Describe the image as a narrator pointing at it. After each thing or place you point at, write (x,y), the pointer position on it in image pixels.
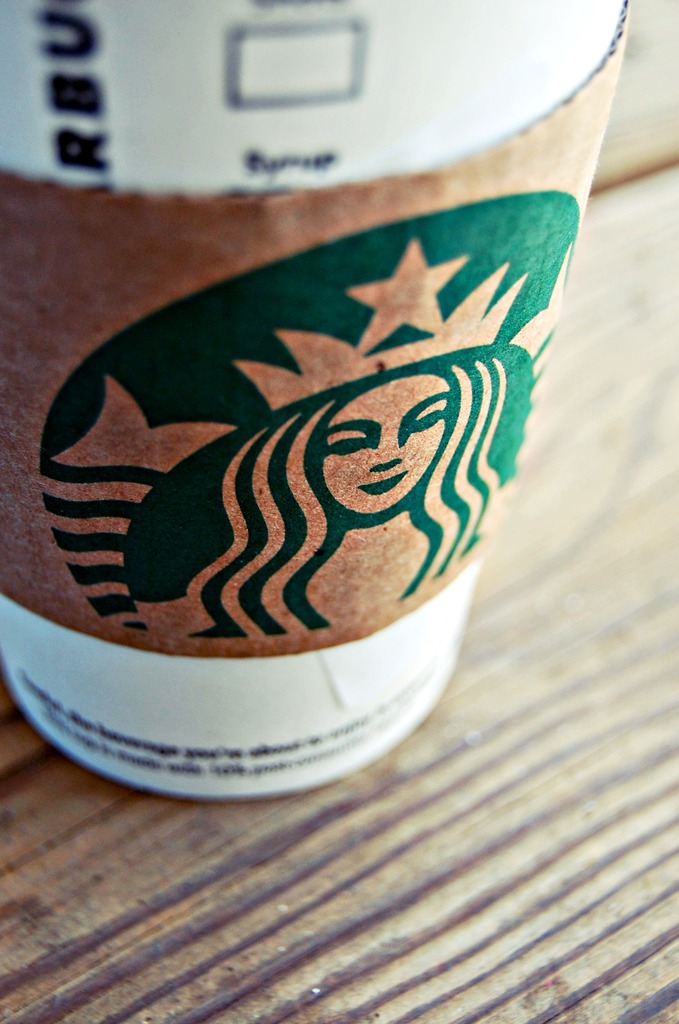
In this image, there is a cup (238,580) which is kept on the table (555,679), on which woman's painting (391,517) is there. This image is taken inside a room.
